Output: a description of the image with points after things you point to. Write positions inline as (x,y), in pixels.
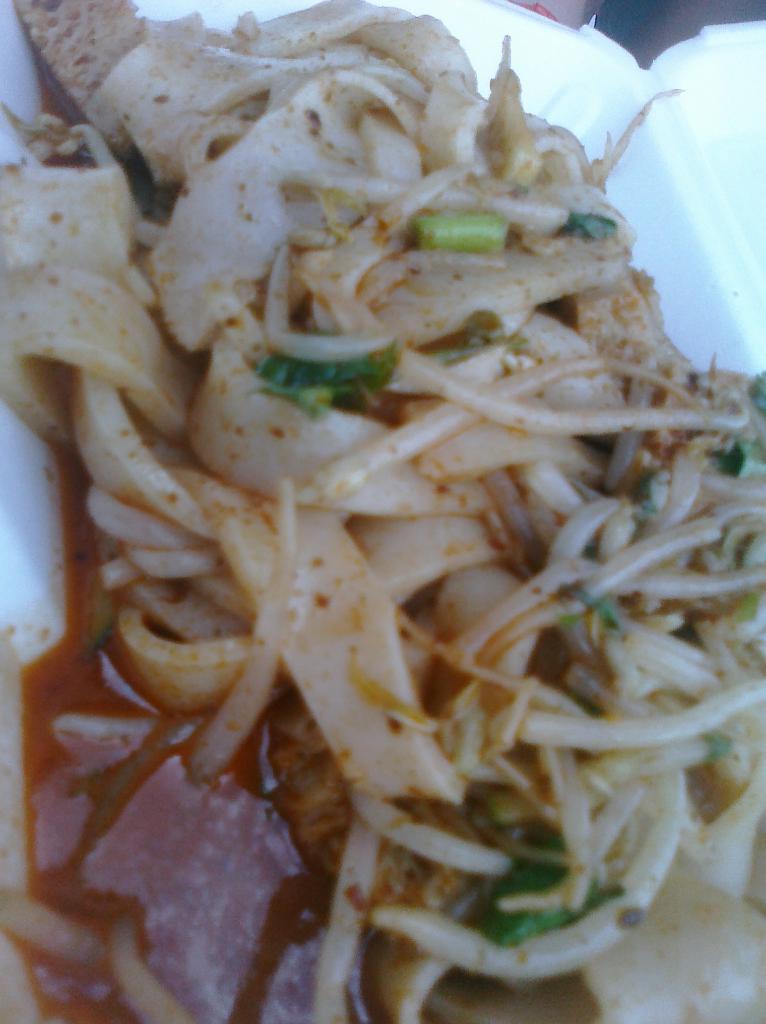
In this image I can see the food (474,773) in the white color box (711,271). Food (536,294) is in cream, red and green color.
